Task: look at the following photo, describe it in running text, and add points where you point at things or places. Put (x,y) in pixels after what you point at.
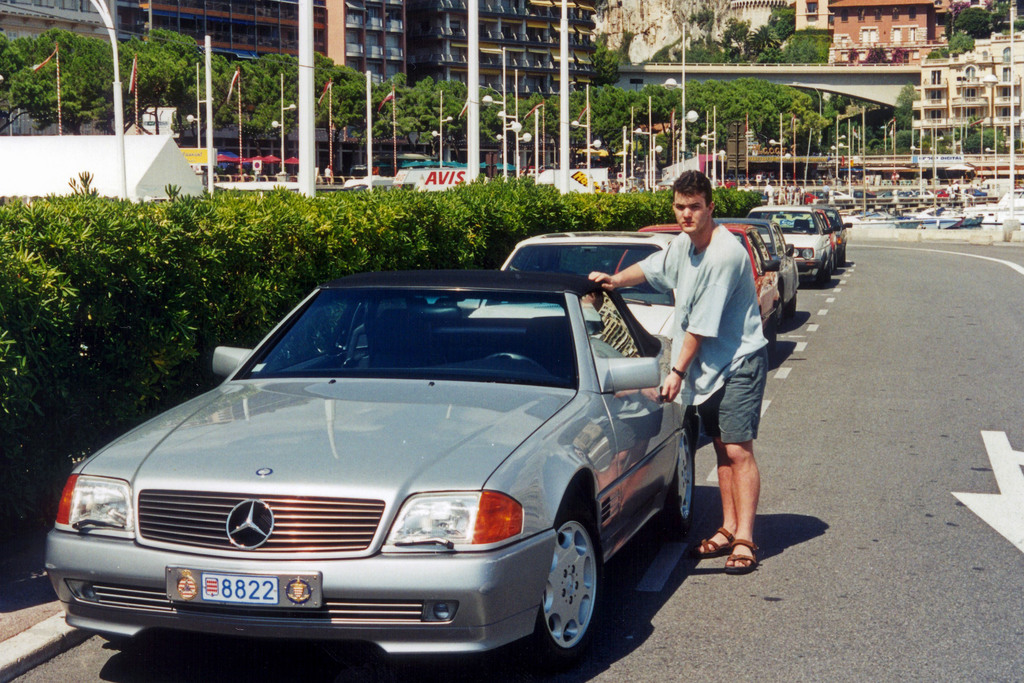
In this image we can see a person (697,362) standing on the ground (708,442), a group of cars (531,420) are parked on the ground (791,413). On the left side (119,318), we can see group of plants (204,246), poles (136,109), flags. In the background (646,151), we can see a boat (949,214), a group of buildings (869,46), trees (419,90) and a bridge (850,91).
